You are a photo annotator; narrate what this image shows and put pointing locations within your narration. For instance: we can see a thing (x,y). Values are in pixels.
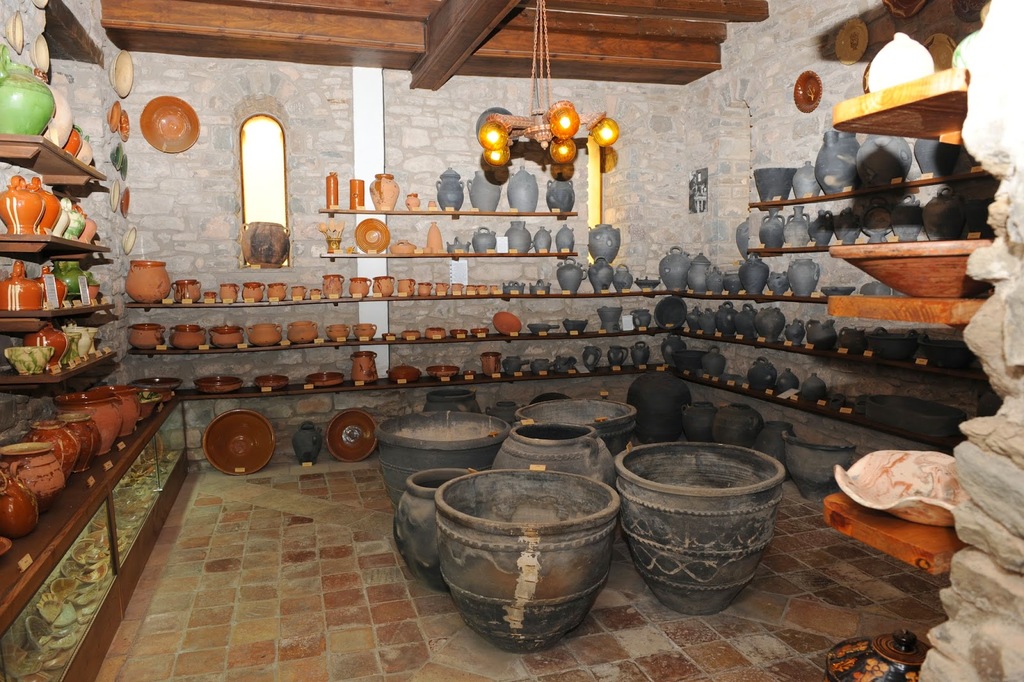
In this image we can see objects (141,267) arranged in shelves (884,304). In the background (302,250) we can see wall (325,176) and windows (256,184). At the top of the image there is light (495,155).
